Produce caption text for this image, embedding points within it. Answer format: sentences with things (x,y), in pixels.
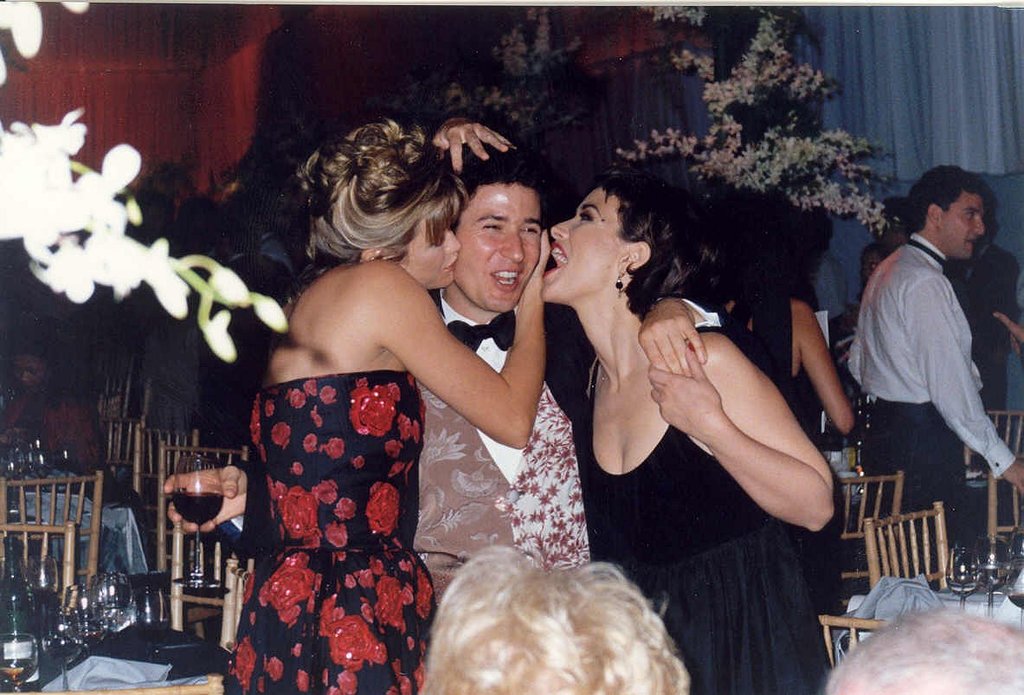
On the background of the picture (524,89) is decorated with flowers (772,77). this is a curtain (889,86). In Front of a picture we can see two women (659,279) and a man (510,209) in the middle (549,250). This woman (489,393) is kissing this man (481,259). At the left side of the picture (85,527) we can see few chairs (91,560) and tables (93,648) and bottles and glasses (104,630) on it. At the right side of the picture (934,270) we can see few persons (956,431) standing.
